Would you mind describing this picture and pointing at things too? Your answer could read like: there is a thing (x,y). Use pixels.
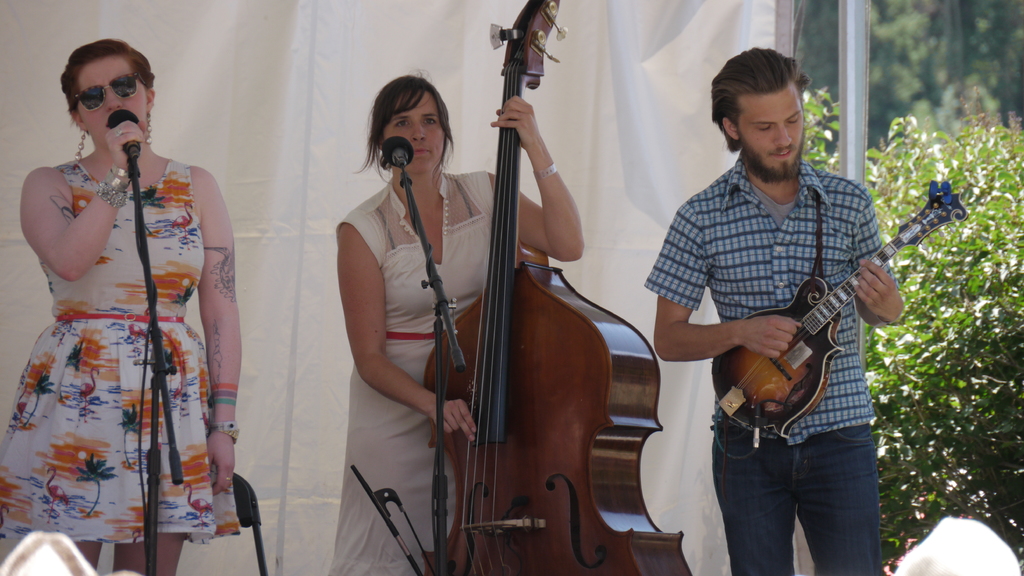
On the left (211,267) a woman (211,267) is singing in the microphone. In the middle (490,290) a woman (471,284) is playing the bass (524,311) in the right (778,280) a man (760,284) is also playing the mandolin (816,281).
